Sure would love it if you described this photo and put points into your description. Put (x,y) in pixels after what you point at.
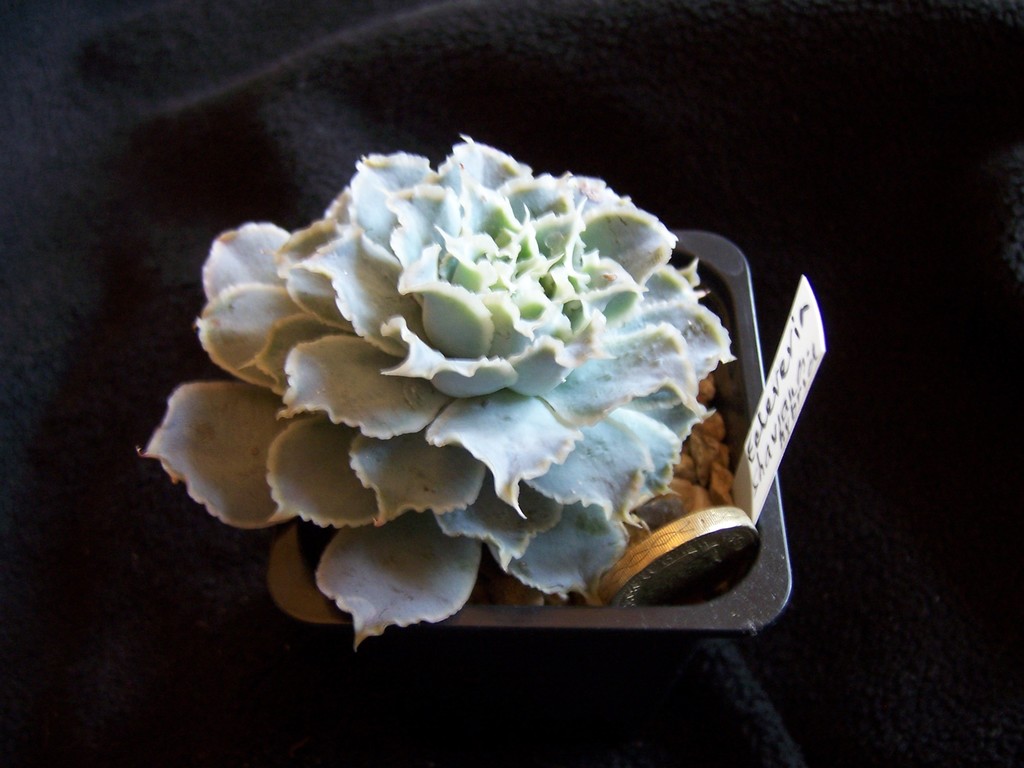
In the center of the image (488,311) there is a houseplant (501,483).
